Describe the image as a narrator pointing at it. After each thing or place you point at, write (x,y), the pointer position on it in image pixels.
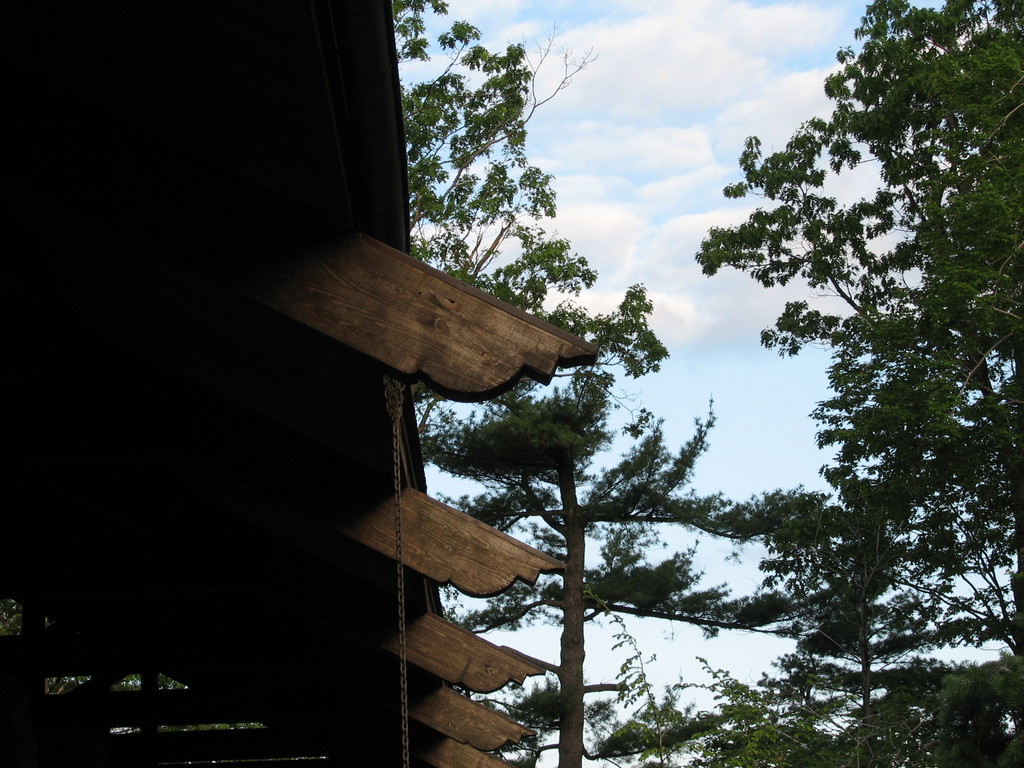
In this picture there are trees (1001,174) on the right side of the image (833,311) and there is a wooden roof (367,222) on the left side of the image (267,260).
